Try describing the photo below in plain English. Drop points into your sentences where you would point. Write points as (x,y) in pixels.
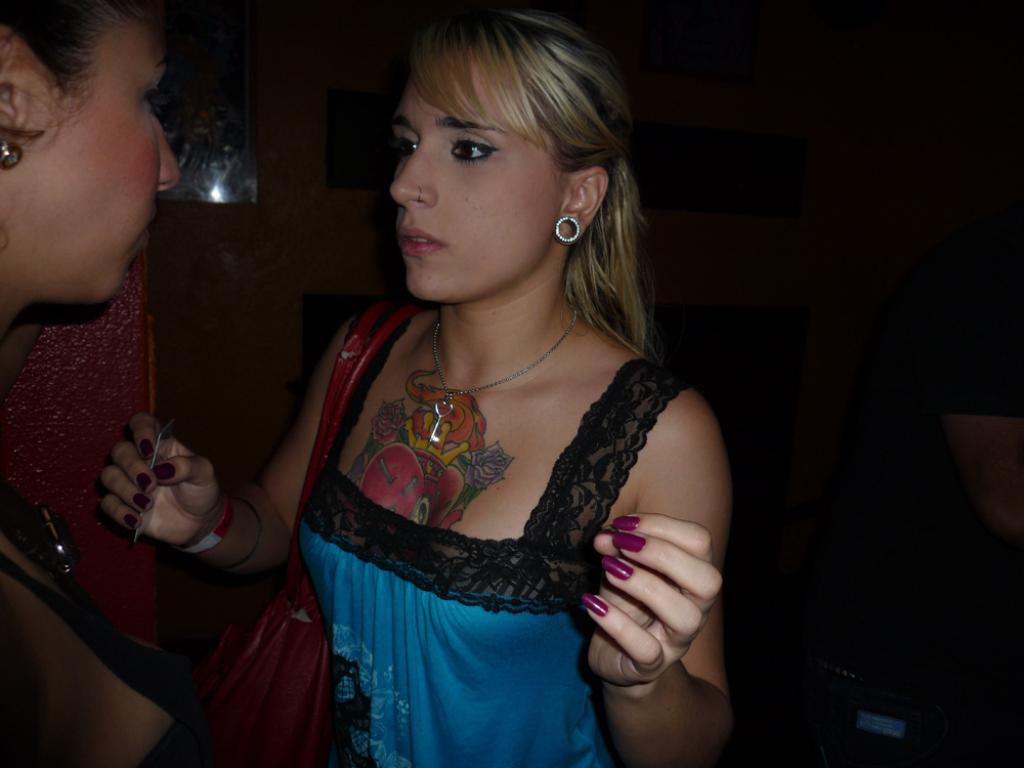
In this image we can see two women (293,440) standing in the opposite direction.
